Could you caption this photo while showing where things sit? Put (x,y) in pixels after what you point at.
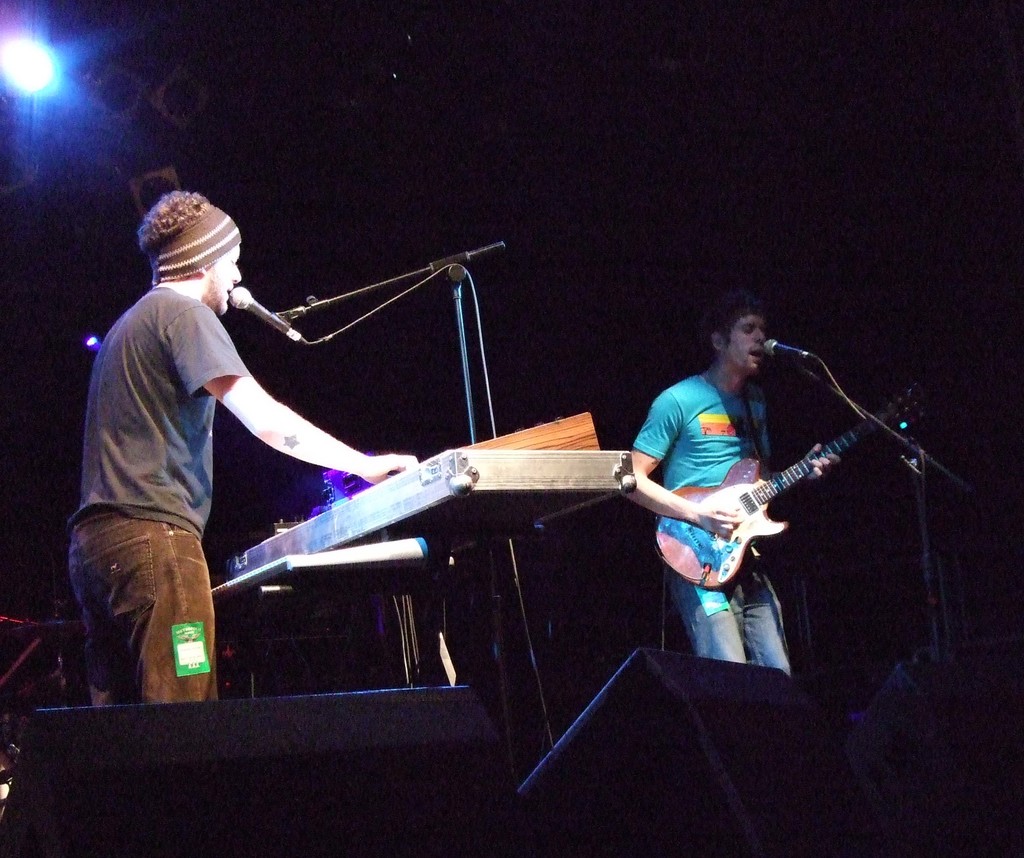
In this picture we can see two persons (213,329) standing in front of mike (249,309). He is playing guitar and he is playing some musical instrument (492,483).
